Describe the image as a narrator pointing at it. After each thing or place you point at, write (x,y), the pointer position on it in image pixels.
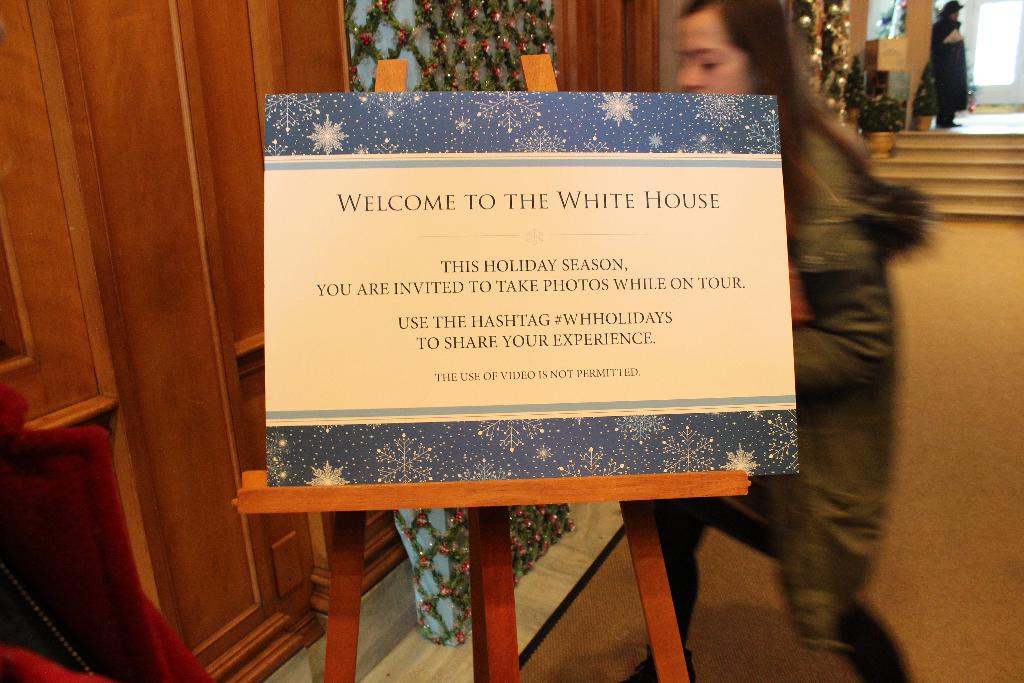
In this picture there is a woman (849,188) who is standing beside the board (754,350) which is kept on the easel (357,547). At the top (530,23) i can see the decorated wall (500,15). In the bottom left corner (49,468) there is a person (8,469) who is wearing red jacket (65,477). In the top right corner (944,31) there is a woman (938,97) who is wearing black dress (954,21) and holding the papers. She is standing near to the plants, pots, doors (980,5) and stairs (991,173).
